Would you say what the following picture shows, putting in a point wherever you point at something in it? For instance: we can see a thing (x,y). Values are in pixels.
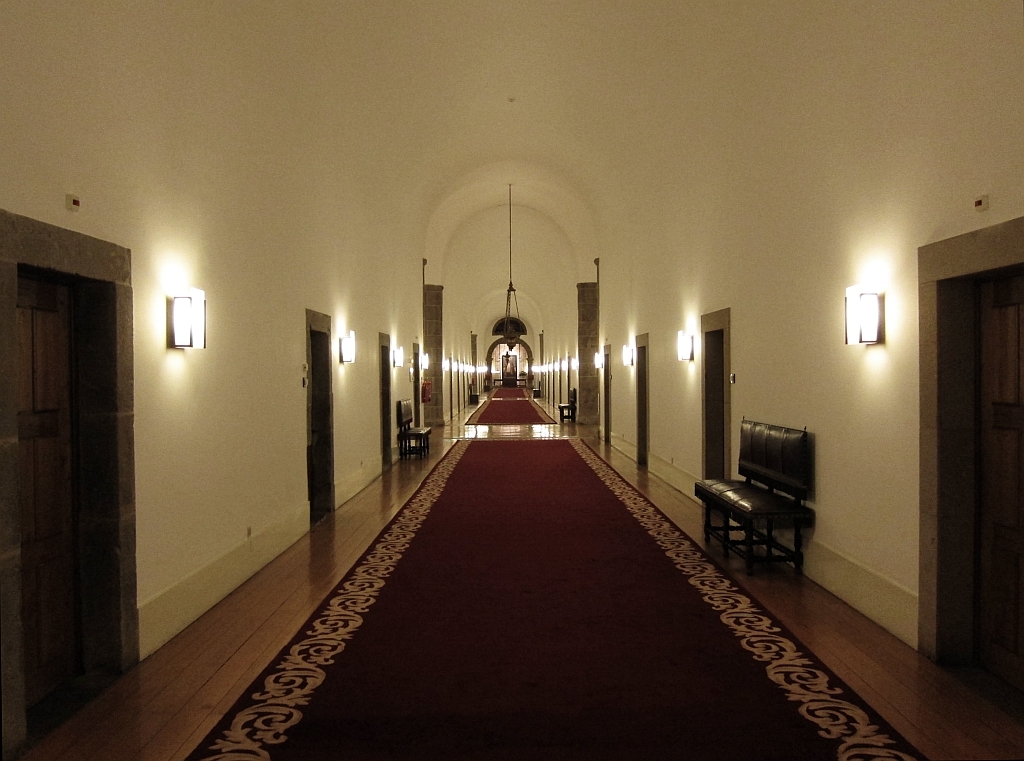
There are doors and a rug (682,679) on the floor (521,425) in the foreground area of the image (570,611), there are doors (705,399), sofas (570,392), lamps (566,365), it seems like a chandelier (501,332) and an arch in the background (514,355).
